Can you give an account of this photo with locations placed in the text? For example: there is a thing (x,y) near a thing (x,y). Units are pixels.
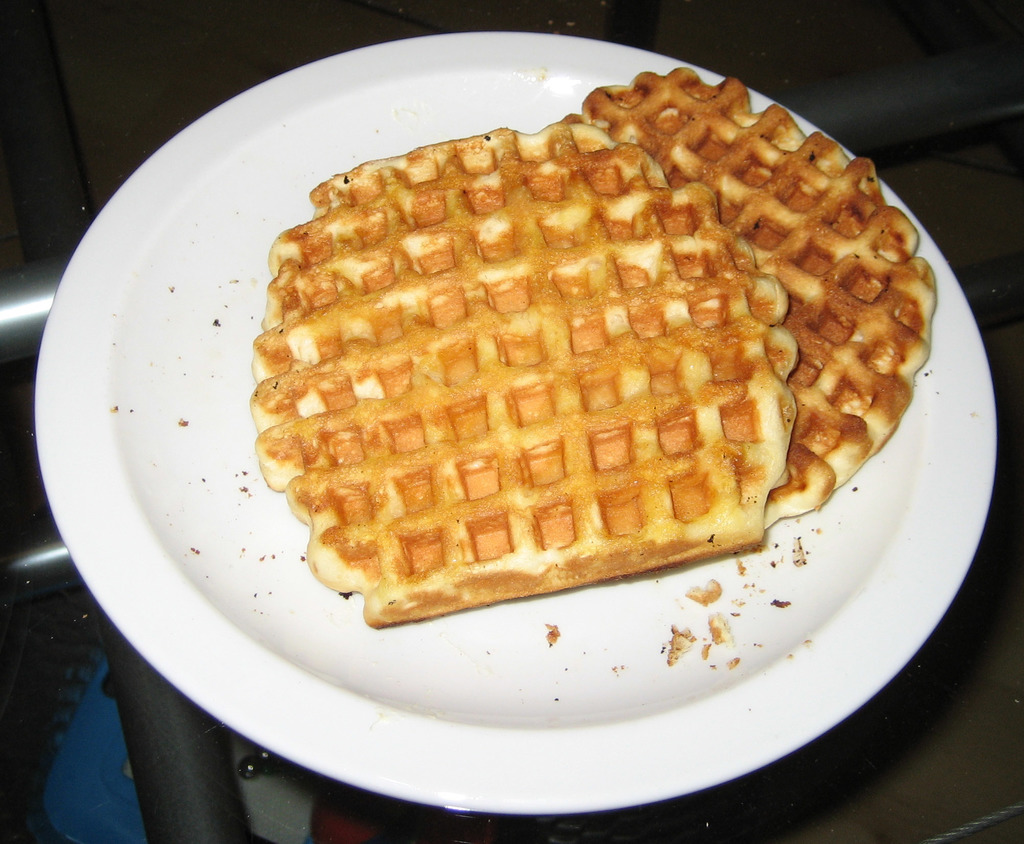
In the foreground of this image (654,337), there are two waffles (862,317) on a white platter (217,406), which is on a glass table (17,457) like an object.
